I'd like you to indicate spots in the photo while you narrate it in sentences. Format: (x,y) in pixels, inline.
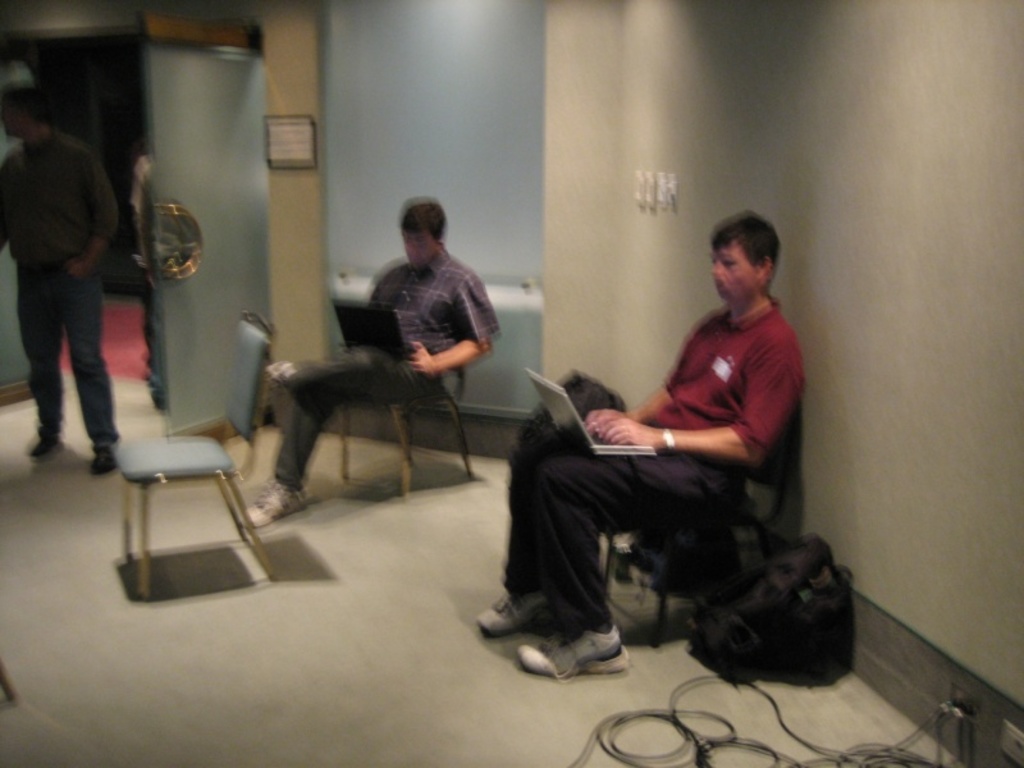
In this picture we can see three persons (423,317) two persons (775,365) are sitting and doing their work in laptop (644,451) and on left side (44,276) person (94,278) is standing and the background (235,130) we can see door (170,166), wall (594,53), frame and in front of them we can see wires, floor (132,635).
